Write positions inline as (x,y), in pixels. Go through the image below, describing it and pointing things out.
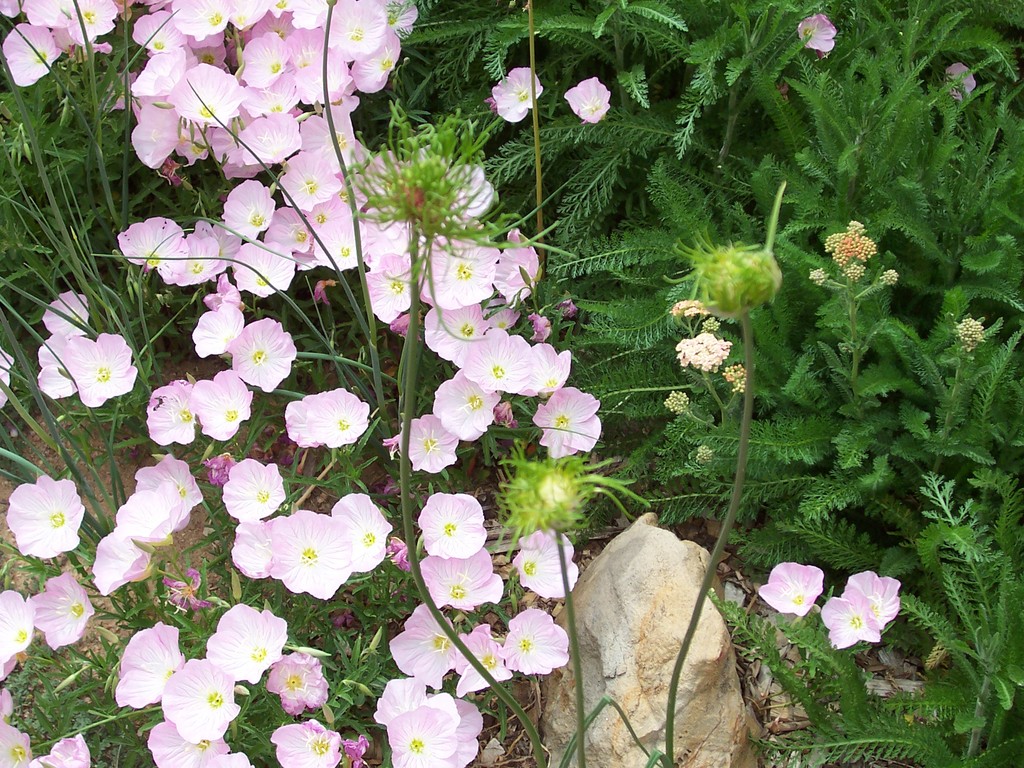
In this picture we can see the plants (849,32), flowers (41,39) and buds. At the bottom of the image (607,692) we can see a rock (628,689) and dry leaves (498,750).
